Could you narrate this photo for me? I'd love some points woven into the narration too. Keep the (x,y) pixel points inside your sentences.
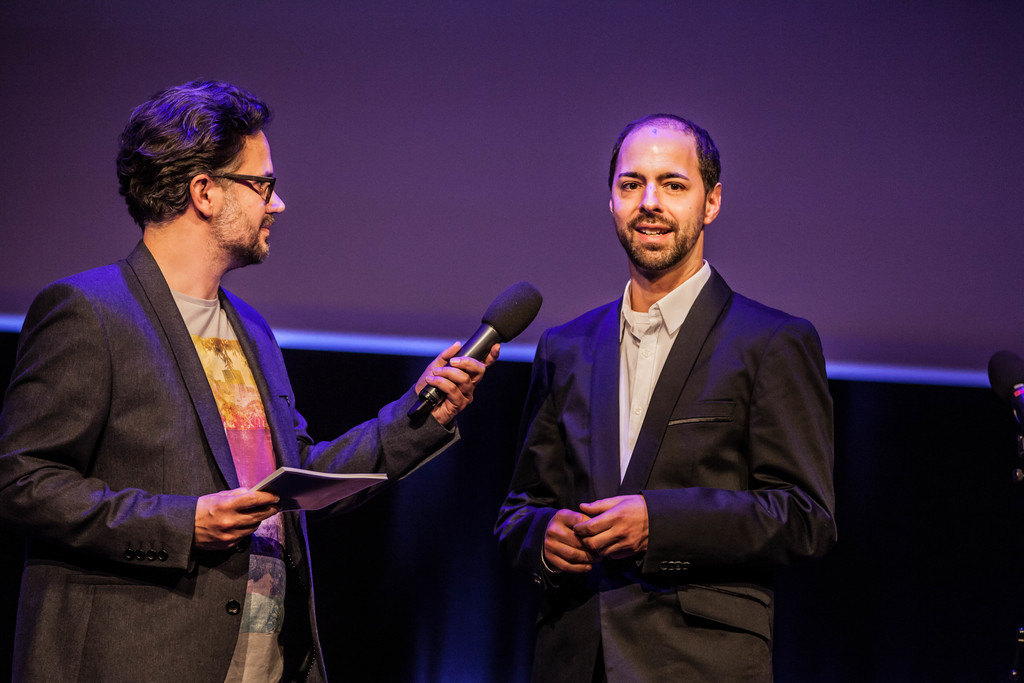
In this image we have two persons (350,443) wearing a black suit (366,467). Left side of the person (169,487) is having a book (282,485) and holding a microphone (523,302) in his hand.
